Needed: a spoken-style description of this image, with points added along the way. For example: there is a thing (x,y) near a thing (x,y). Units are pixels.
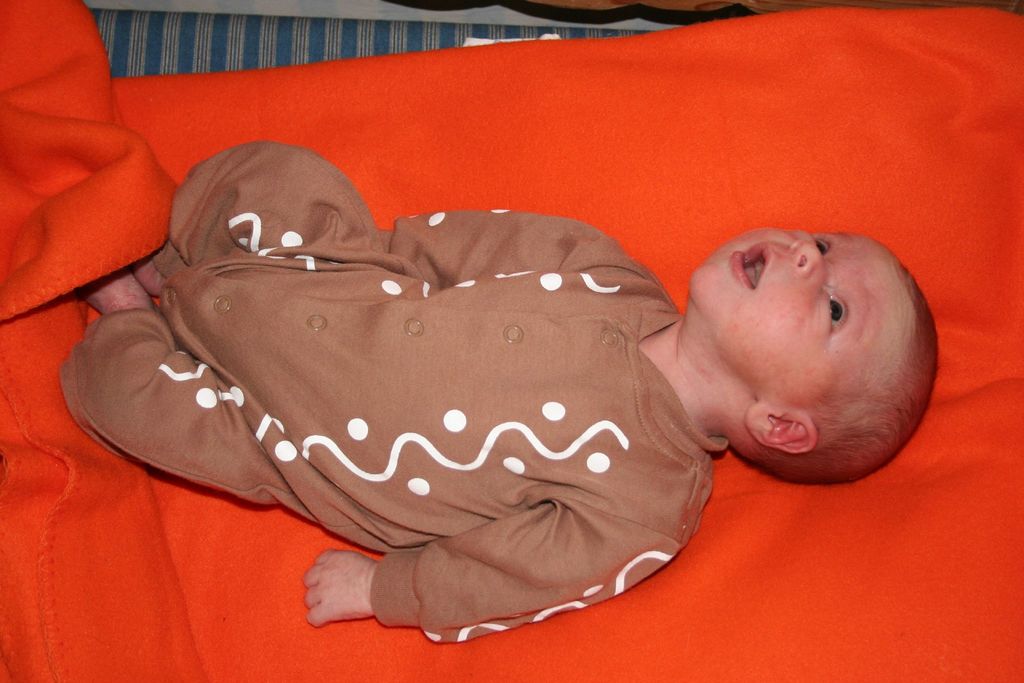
In this image, we can see a baby (78,404) lying on an orange cloth (623,176).
